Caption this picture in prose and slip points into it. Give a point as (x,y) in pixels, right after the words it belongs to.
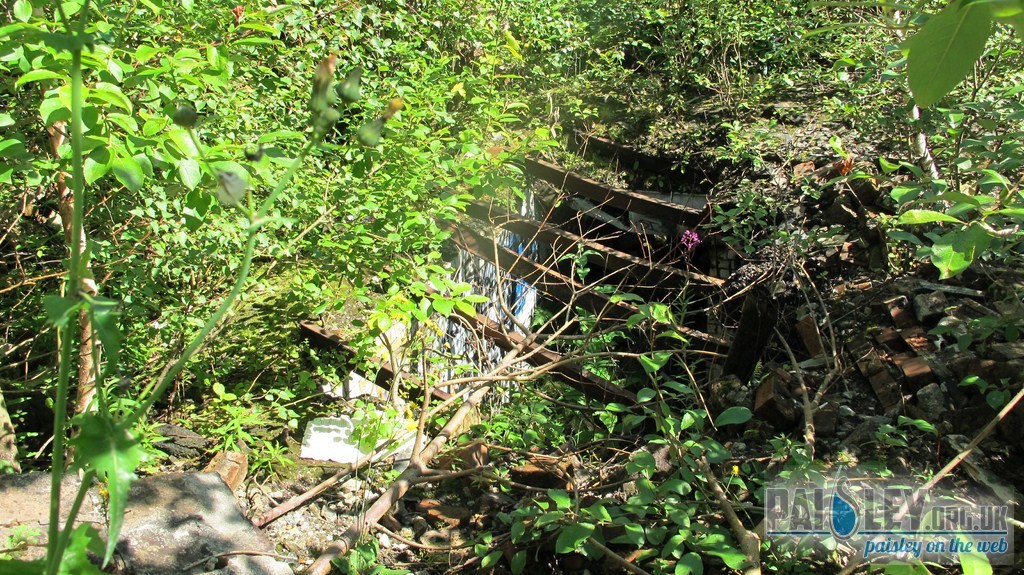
In the picture we can see group of plants (542,396) and in the middle of it, we can see some wooden planks (575,364) and under it we can see some white color substance kind of wall (519,300).
